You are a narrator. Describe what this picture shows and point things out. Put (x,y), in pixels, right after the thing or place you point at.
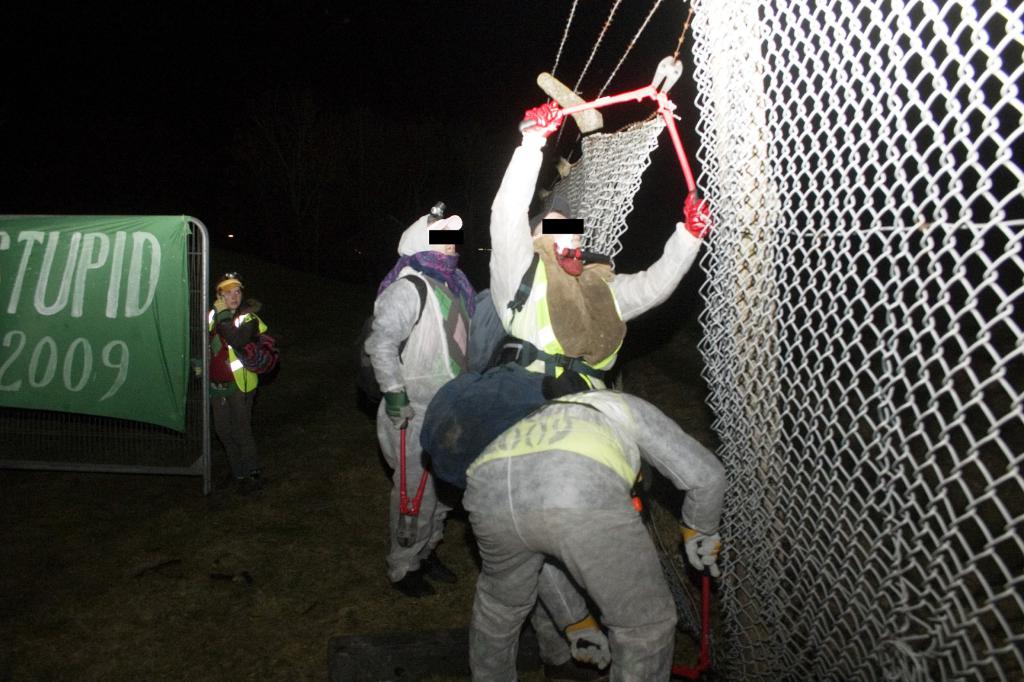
In this image we can see a group of people (712,511) cutting the fence (718,214), behind them there is a poster (167,264) with some text (22,235) on it and a person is standing behind it.
